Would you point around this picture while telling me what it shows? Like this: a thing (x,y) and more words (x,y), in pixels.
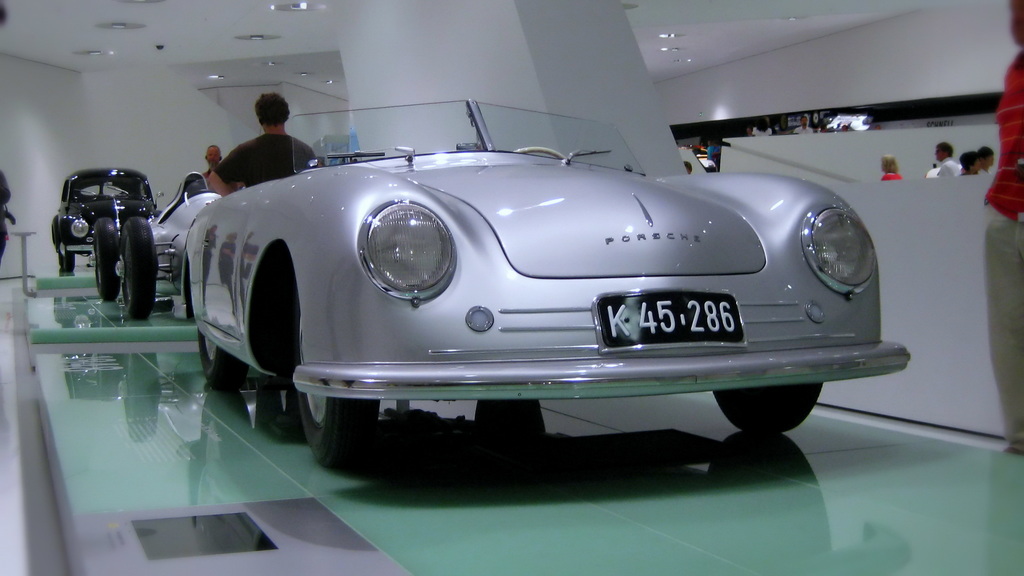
In a car showroom (569,558), there are different types of cars (185,229) are kept in an expo and in between the cars (326,143) some people (286,159) are standing and observing the vehicles (336,222) and on the right side (946,148) there are a group of people (951,160) standing beside a white color wall (905,162).
